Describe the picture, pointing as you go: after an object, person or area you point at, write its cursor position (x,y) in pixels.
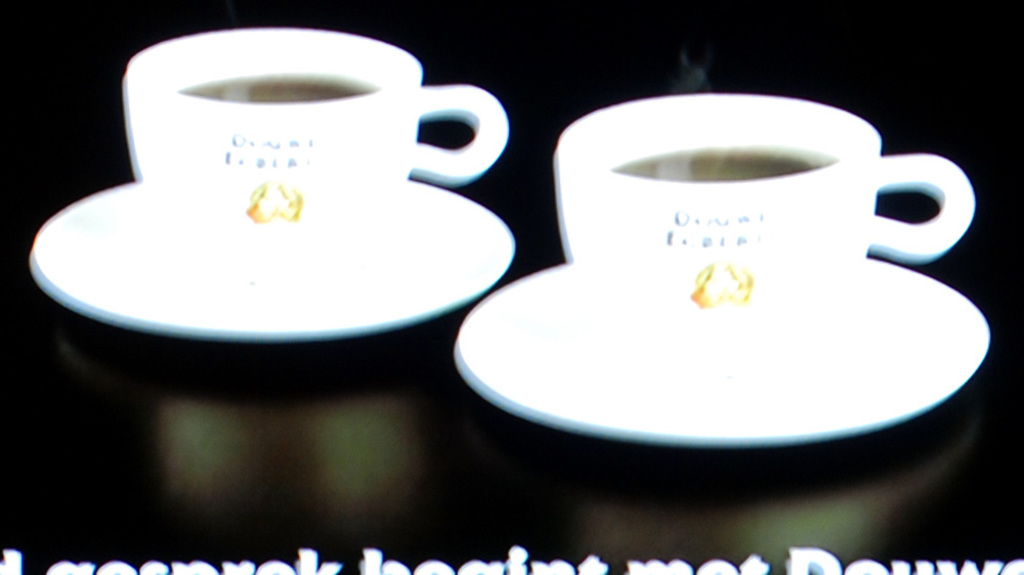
In this image we can see there are cups (321,194) and saucer (398,203) with drink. And there is a text (830,561) written on it.
